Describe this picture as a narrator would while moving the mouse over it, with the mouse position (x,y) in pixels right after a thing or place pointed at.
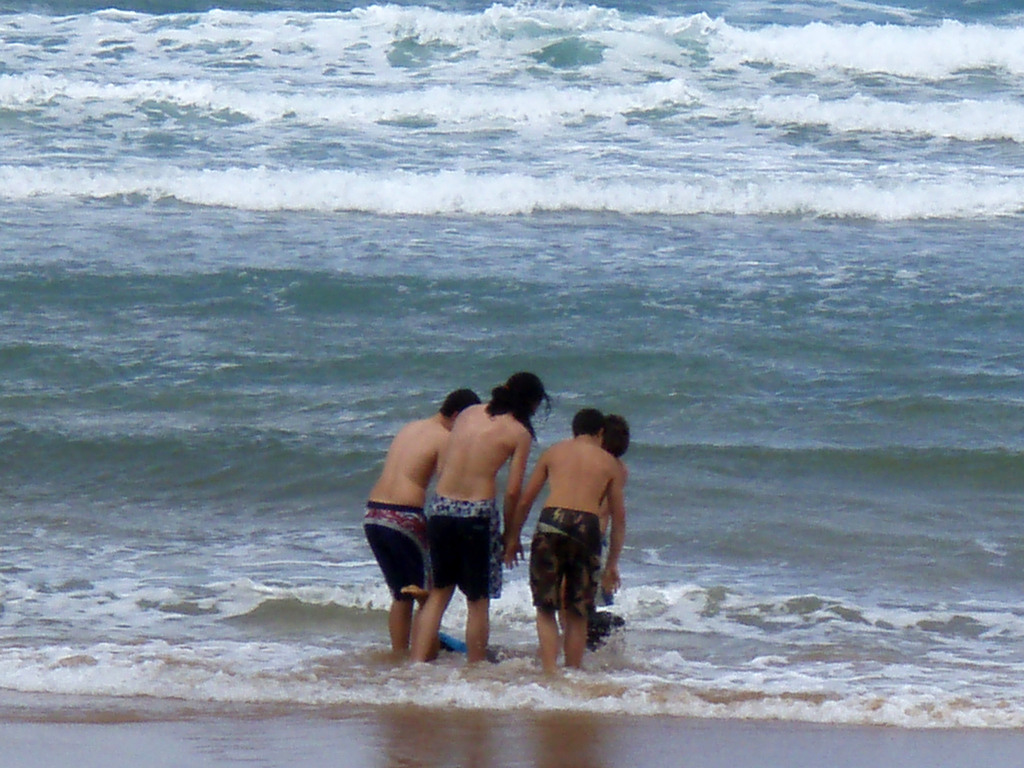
In this picture there are people (455,485) in the center of the image (517,487) and there is water (792,419) around the area of the image.
